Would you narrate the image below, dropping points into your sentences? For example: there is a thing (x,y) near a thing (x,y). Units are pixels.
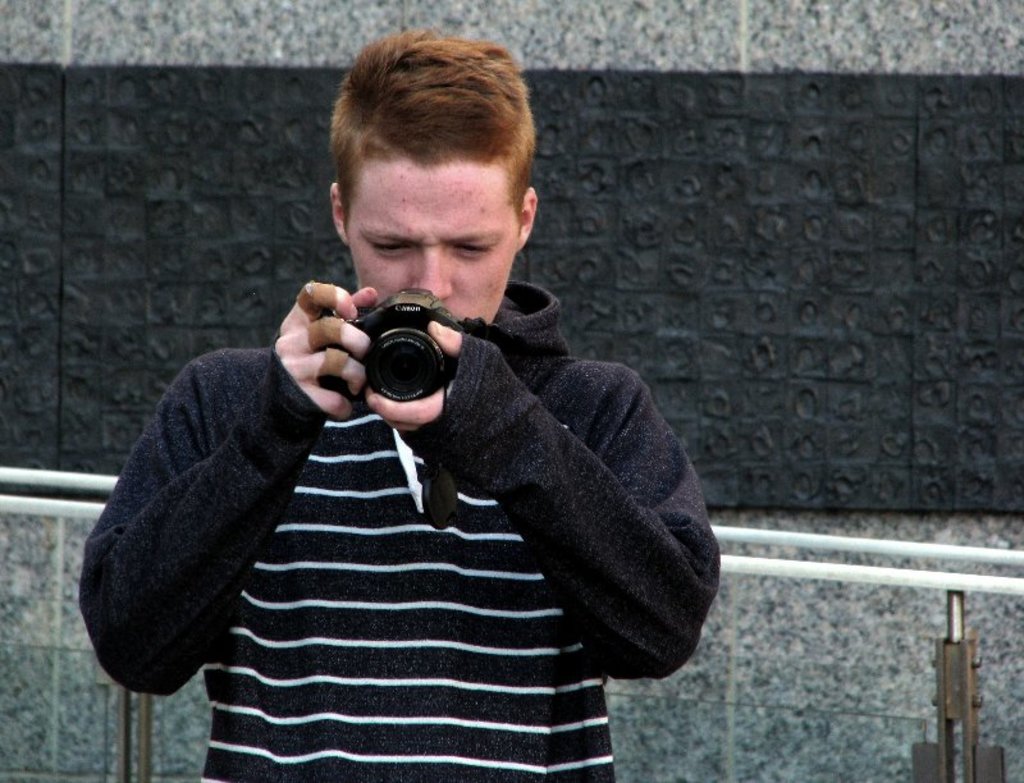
This picture is mainly highlighted with a man (281,421) holding a camera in his hand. He is wearing a full length sleeves black colour shirt (473,515). On the background (59,97) we can see a wall (667,287).
